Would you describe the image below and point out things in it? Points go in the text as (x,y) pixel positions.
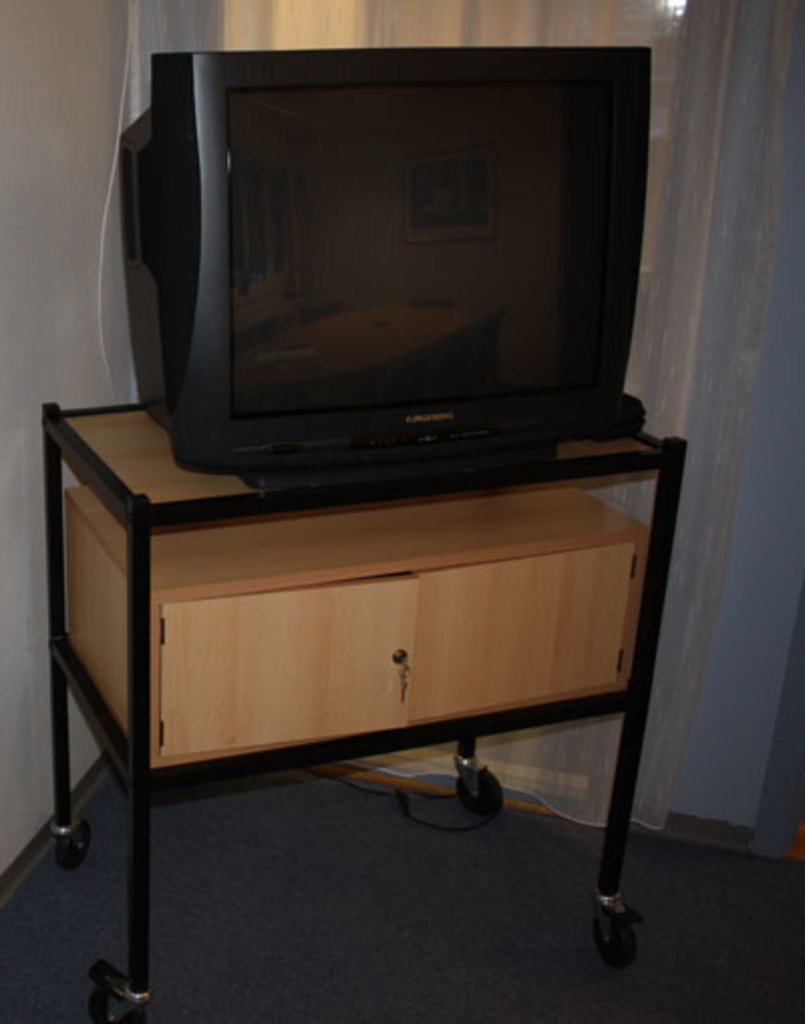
In the front of the image (180,520) I can see a television stand (444,478), television (383,369) and small cupboard (321,635). In the background of the image (688,179) there is a curtain (678,158) and wall (58,101). On television screen (394,309) I can see the reflection (518,246) of picture (476,177), table (354,322) and things (263,244).
